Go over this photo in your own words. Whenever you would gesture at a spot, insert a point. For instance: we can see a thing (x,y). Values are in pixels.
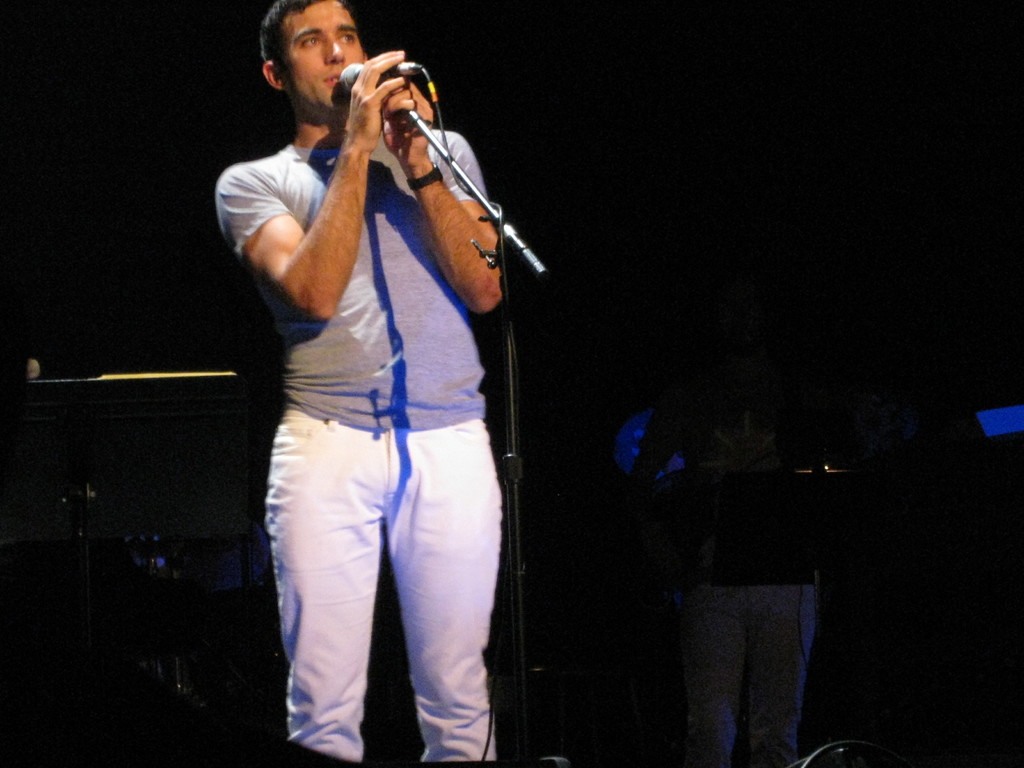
In this image, there is a person (308,137) wearing clothes (349,380) and standing in front of this mic (514,418). This person (479,363) is holding a mic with his hands (366,125). There is an another person (741,459) on the right of the image (764,373).
